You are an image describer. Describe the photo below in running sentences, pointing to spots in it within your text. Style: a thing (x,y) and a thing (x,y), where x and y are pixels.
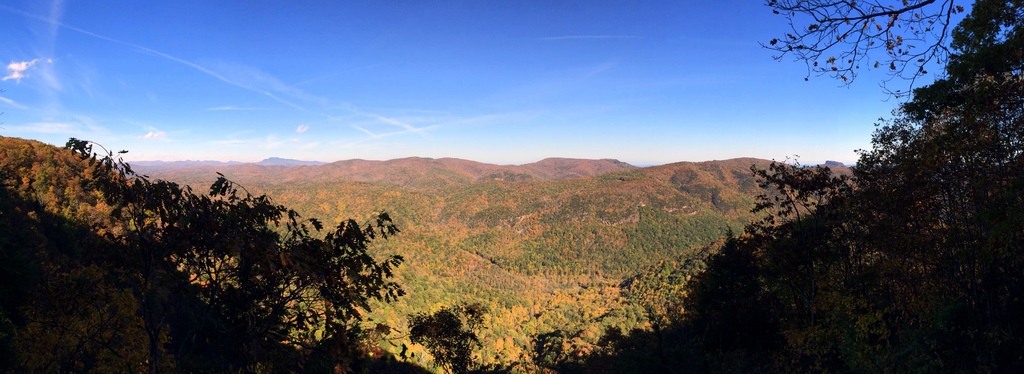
This picture is taken from outside of the city. In this image, we can see some trees (462,219), rocks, mountains (320,169). At the top (526,102), we can see a sky (472,80).
